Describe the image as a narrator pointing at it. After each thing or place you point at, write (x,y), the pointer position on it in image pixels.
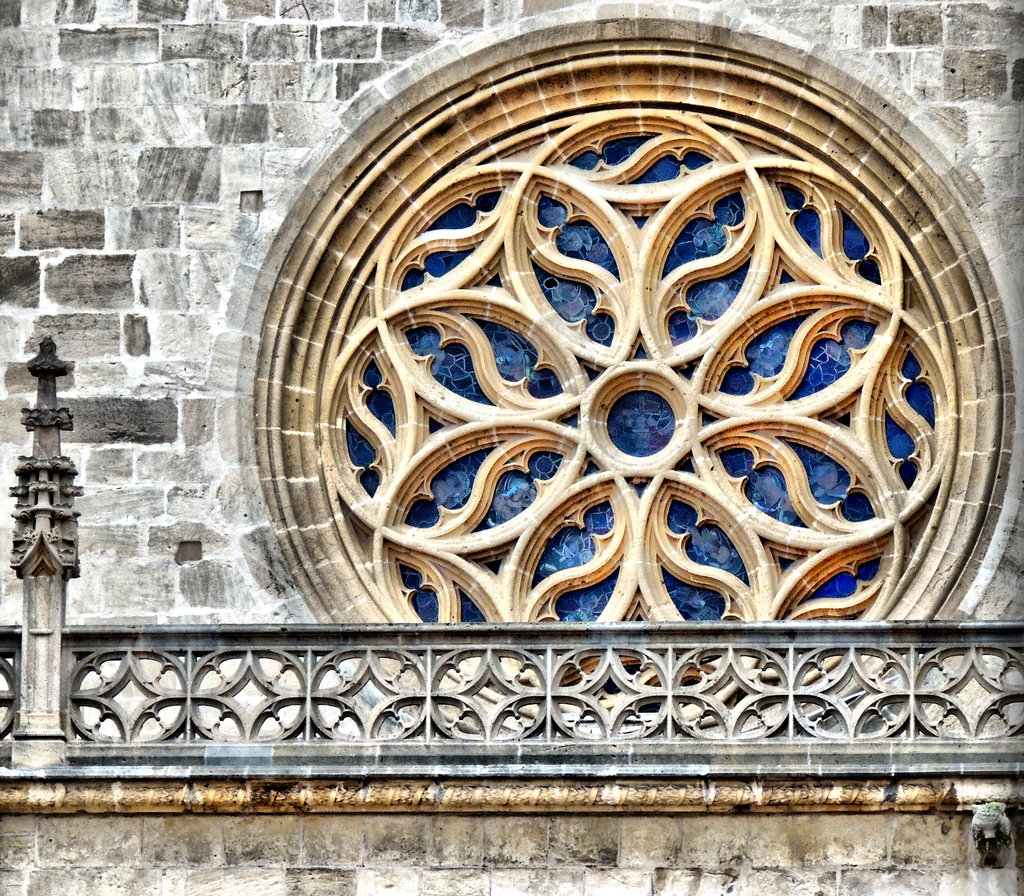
In this image we can see a wall (9,603), there is a design (707,358) with glass (744,381), also we can see grills (664,628).
